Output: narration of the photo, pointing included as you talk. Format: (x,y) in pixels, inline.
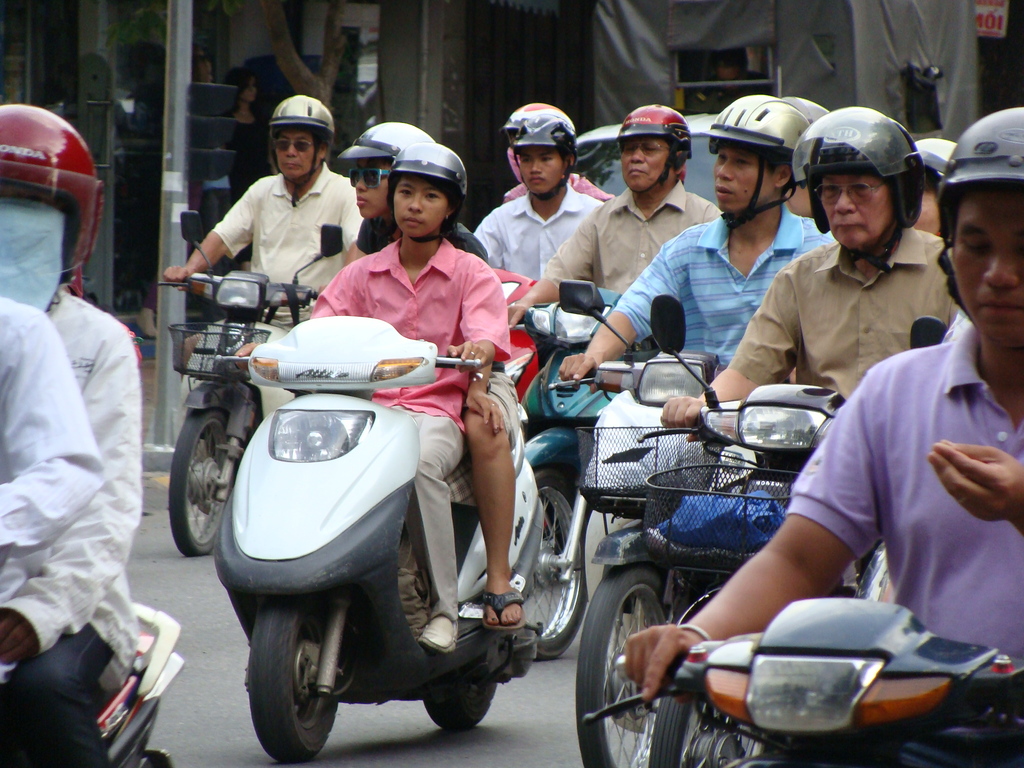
The picture is clicked on a road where all the people (607,218) are travelling on their bikes (639,487) with helmets (416,160) on top of their head (436,211).
